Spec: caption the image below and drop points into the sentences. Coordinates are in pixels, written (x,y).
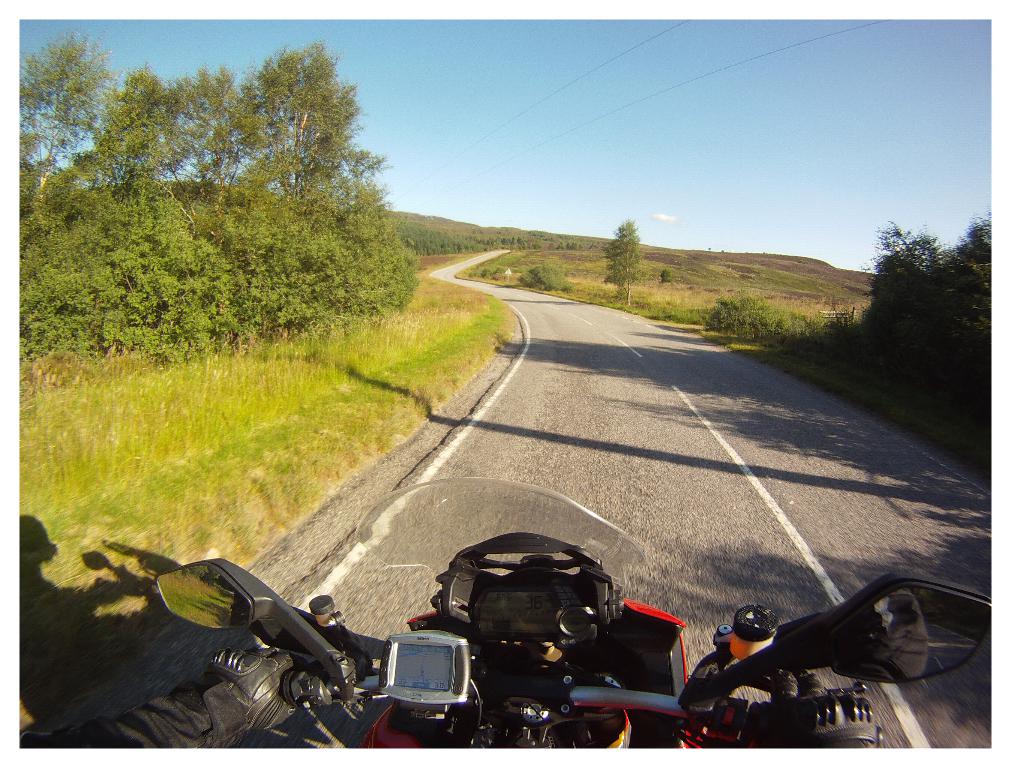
In this image I can see a road (510,430) in the centre (632,406) and on it I can see a vehicle (274,595). I can also see hands (833,724) of a person (137,731) and I can see this person (835,707) is wearing gloves (820,720). On the both side of the road (602,423) I can see grass (501,331) and number of trees (985,359). In the background (772,250) I can see the sky (615,217) and wires (556,94).
